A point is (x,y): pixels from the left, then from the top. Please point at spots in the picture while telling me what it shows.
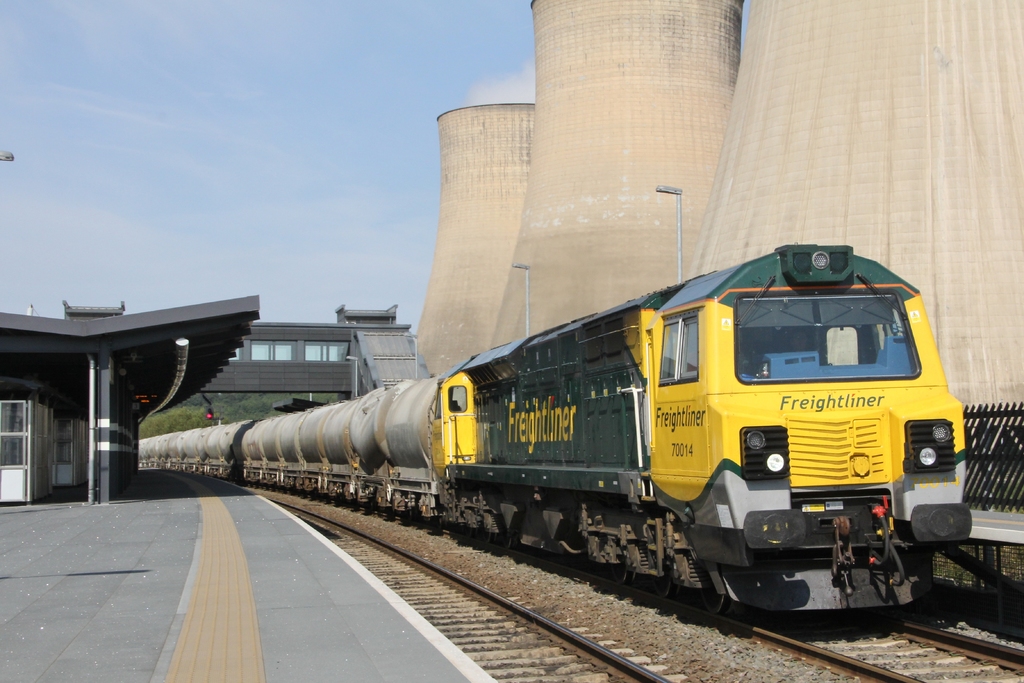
Here we can see the train (717,590) on track (604,631) and we can see platform (186,642) and shed (98,408). background (396,226) we can see bridge (312,373), trees (187,409) and sky (264,161).
